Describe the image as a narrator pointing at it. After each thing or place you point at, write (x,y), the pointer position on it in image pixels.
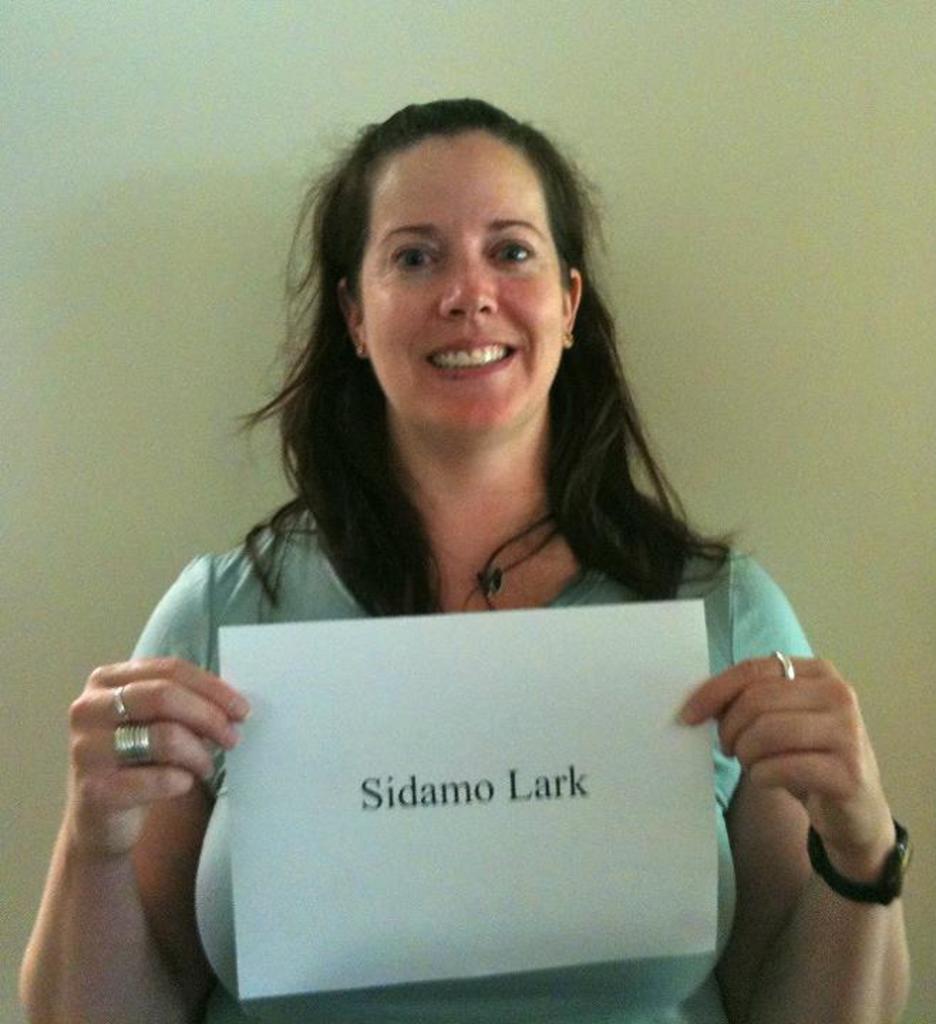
Here I can see a woman (424,407) holding a paper (345,736) in the hands (107,730), smiling and giving pose for the picture. On the paper (465,795), I can see some text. At the back of her there is a wall (102,561). I can see a watch (856,887) to her hand (822,730).
